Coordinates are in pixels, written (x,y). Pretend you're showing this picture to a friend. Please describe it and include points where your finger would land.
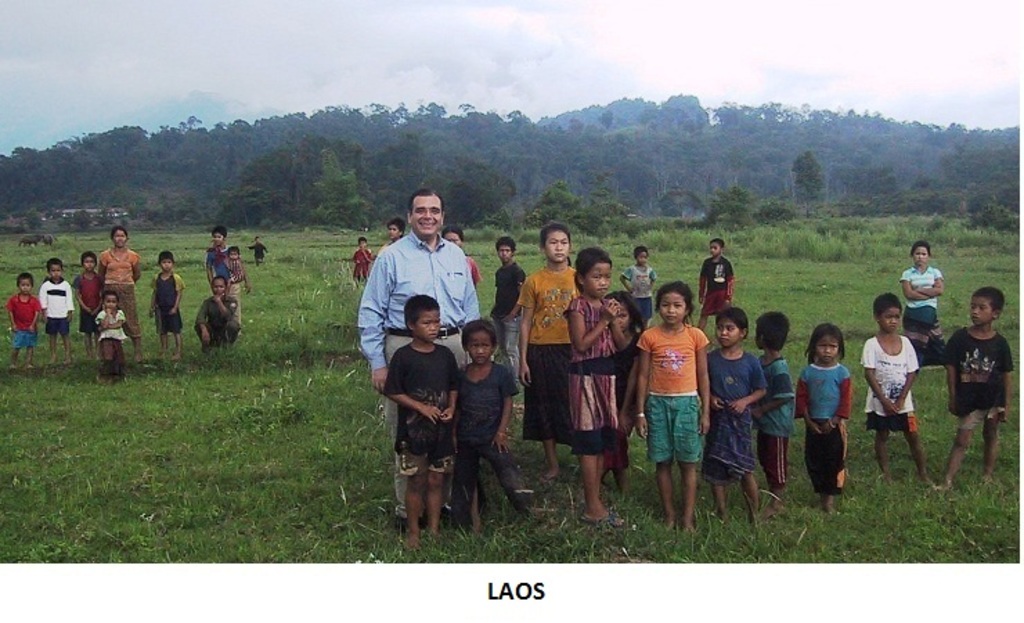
At the top of the image (326,85) we can see sky (404,36) with clouds (851,84), trees (304,128), buildings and animals (43,240). At the bottom of the image (219,457) we can see people (401,385) standing on the grass (310,407).
